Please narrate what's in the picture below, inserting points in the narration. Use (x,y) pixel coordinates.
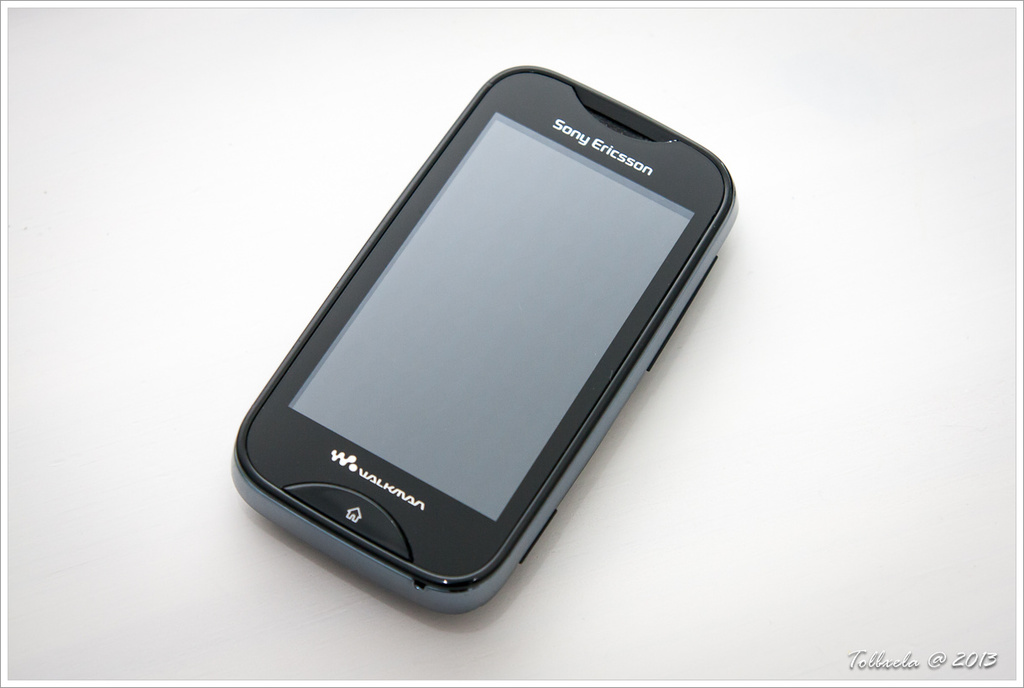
In the image we can see there is a mobile phone (602,350) kept on the table (731,515) and its written ¨Sony Ericsson¨.
